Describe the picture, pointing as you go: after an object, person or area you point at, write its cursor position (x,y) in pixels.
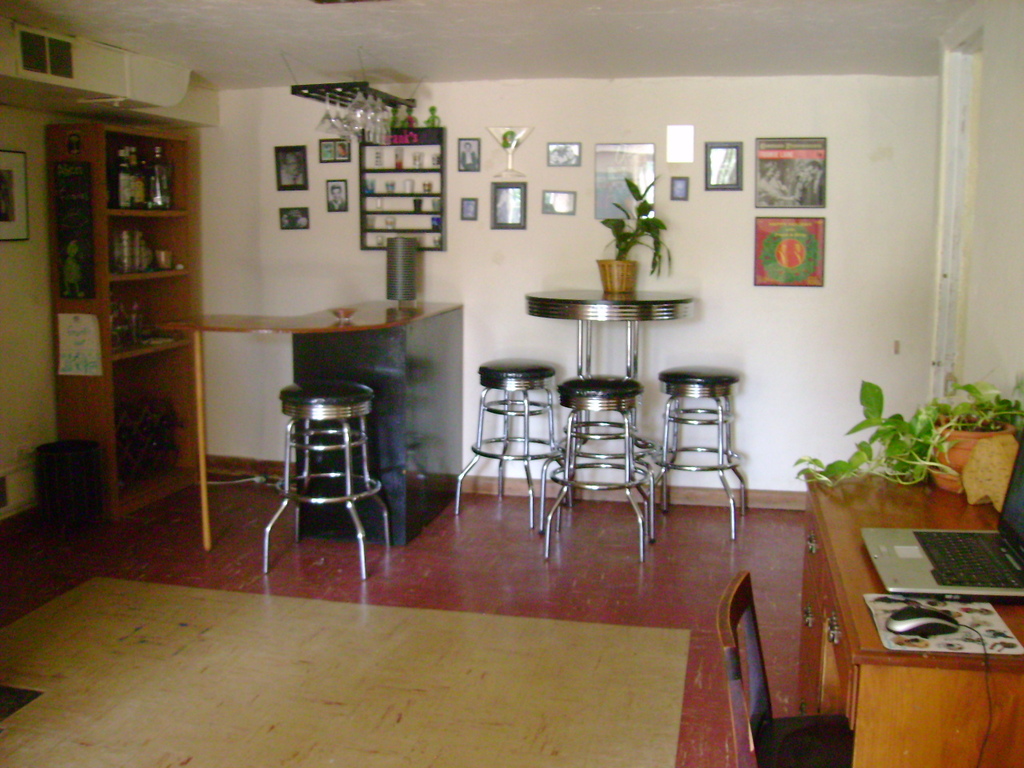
In this picture we can see stools (619,381), tables (457,420), house plants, chair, laptop (1013,509), mouse (906,627), frames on the wall (523,290), floor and some objects (144,242) in racks (144,212).
